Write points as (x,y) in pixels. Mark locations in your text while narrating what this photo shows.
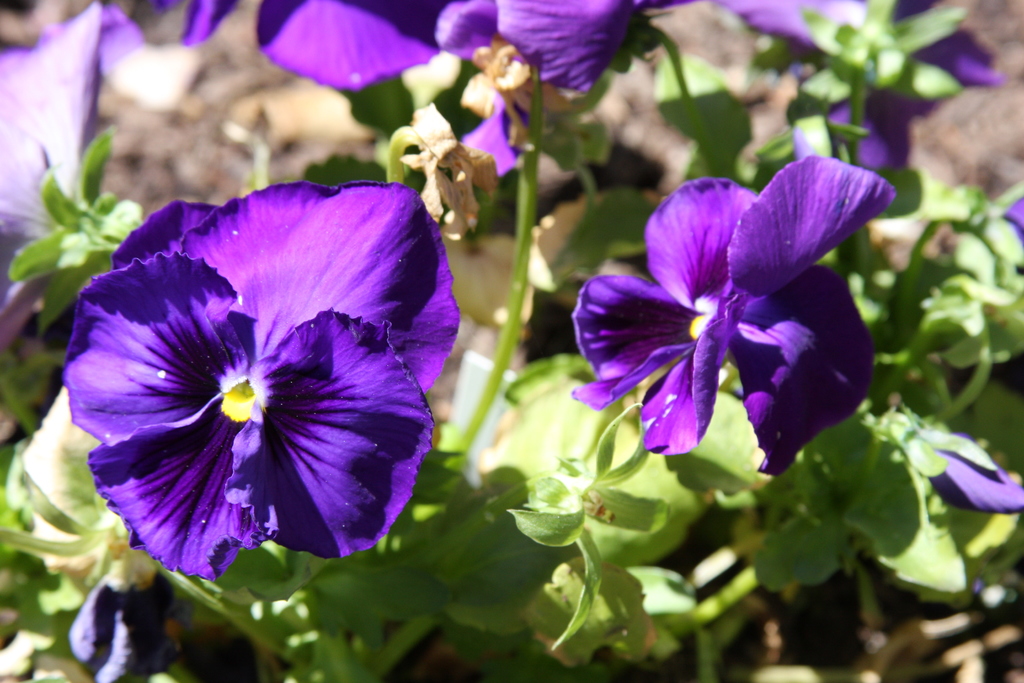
We can see plants (607,419) with flowers (614,323) on the ground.
